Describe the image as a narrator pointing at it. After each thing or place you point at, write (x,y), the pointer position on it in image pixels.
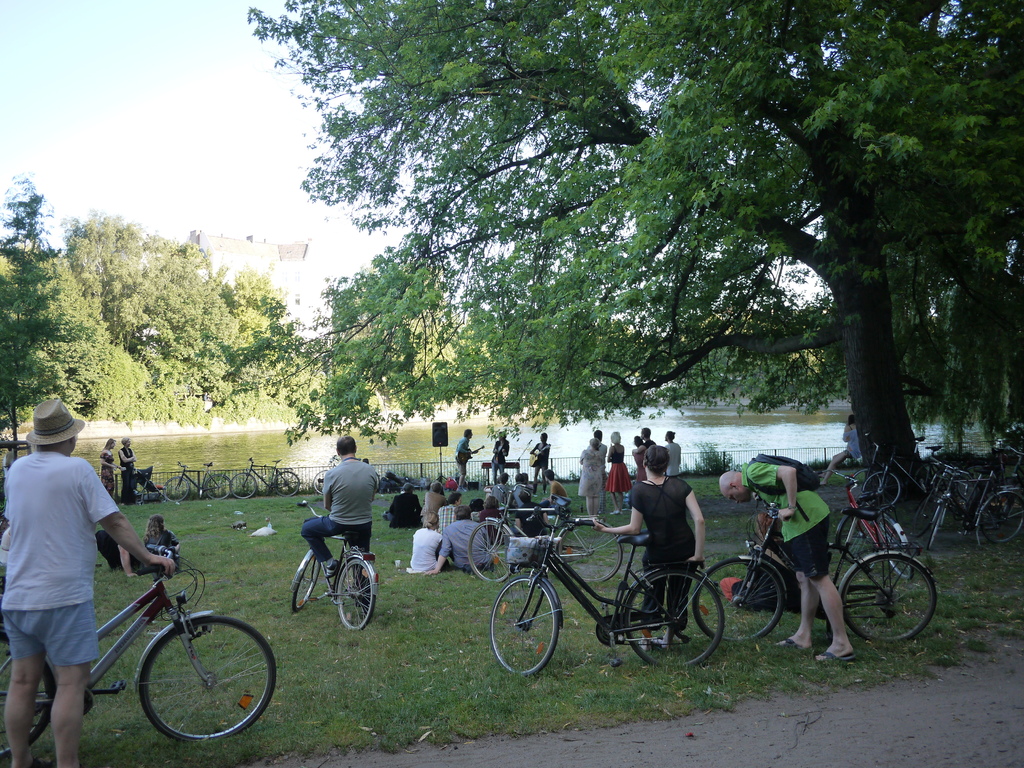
In this image we have a group of people (446,558) among them few are standing and few are sitting on the grass (373,536). Here we have few trees (188,310) and a small lake (252,452). On the top left of the corner we have blue sky (77,117).
